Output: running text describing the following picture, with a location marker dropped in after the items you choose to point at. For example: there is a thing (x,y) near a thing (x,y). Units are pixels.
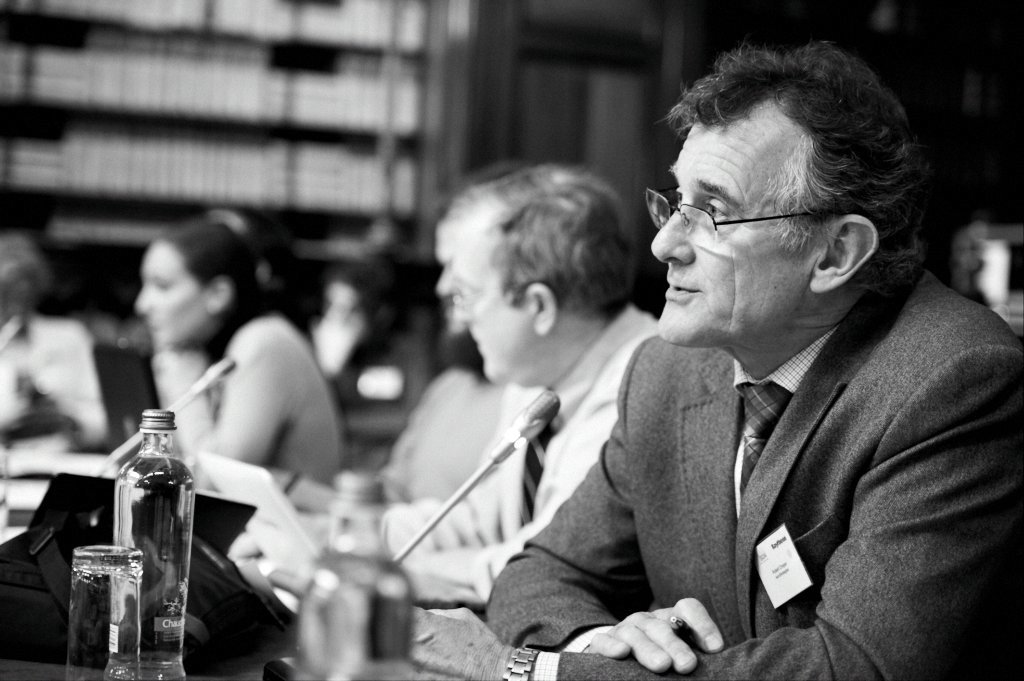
These persons (334,412) are sitting. We can see microphone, bottle (117,522), glass (124,554).
